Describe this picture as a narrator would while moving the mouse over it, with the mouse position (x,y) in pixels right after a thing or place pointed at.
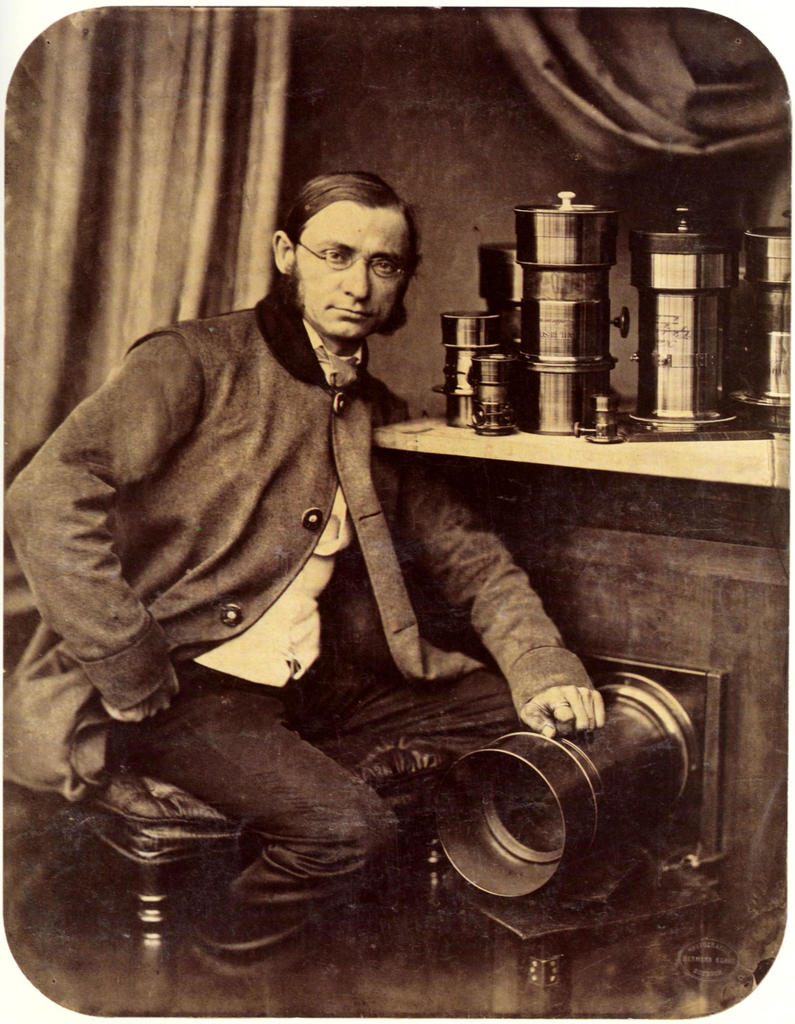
This is a black and white picture and in this picture we can see a man (150,570) wore spectacles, sitting on a stool (149,818) and in front of him we can see some objects (653,292) and in the background (311,103) we can see the wall (379,144), curtains (271,150).
